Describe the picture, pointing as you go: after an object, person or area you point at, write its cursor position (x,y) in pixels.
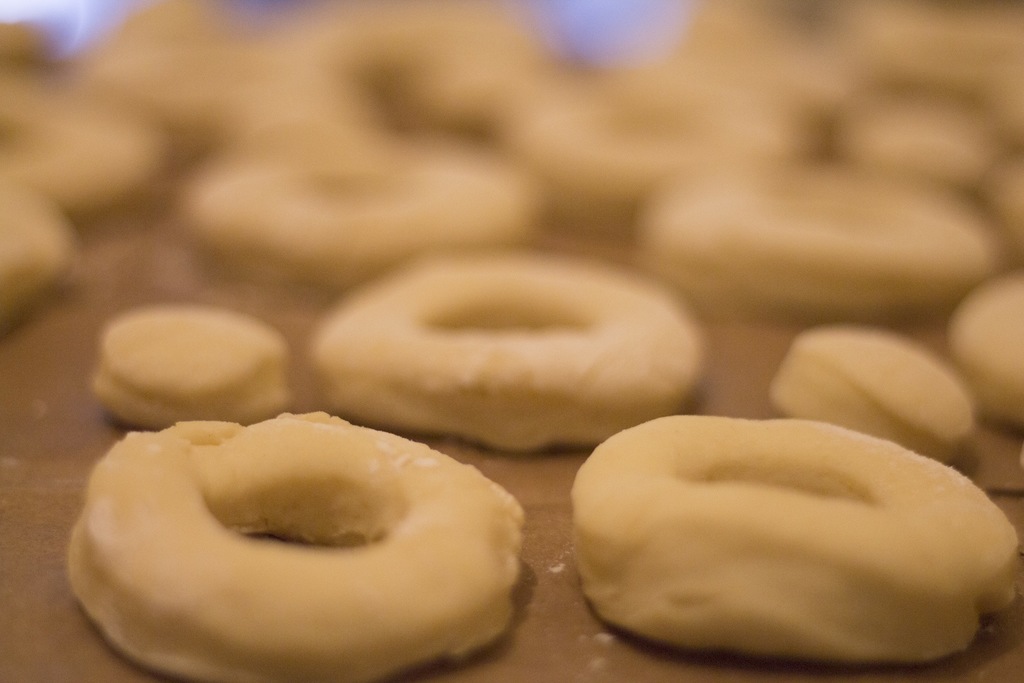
In this image there are few dough (332,448) which is in ring shape is kept on the wooden plank (303,337).
